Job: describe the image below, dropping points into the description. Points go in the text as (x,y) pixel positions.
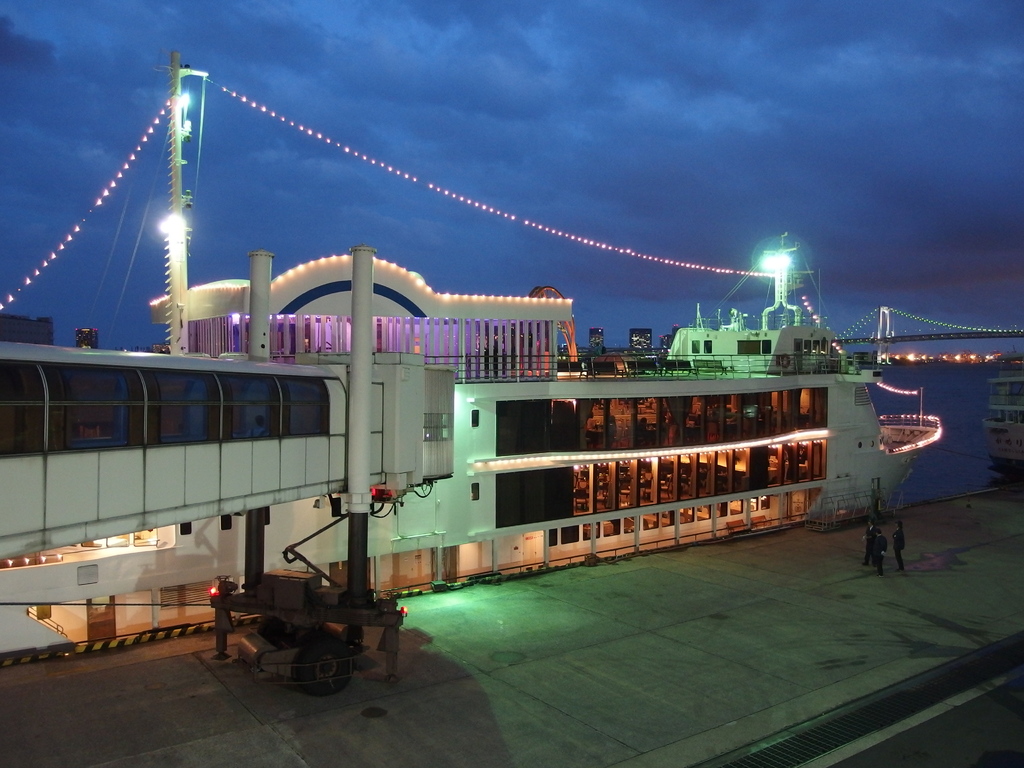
In this picture there is a decorated ship (341,343) in the center of the image (541,301), on the water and there is a dock (654,617) at the bottom side of the image (39,684), there are other ships (1017,403) on the right side of the image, on the water (945,408).
